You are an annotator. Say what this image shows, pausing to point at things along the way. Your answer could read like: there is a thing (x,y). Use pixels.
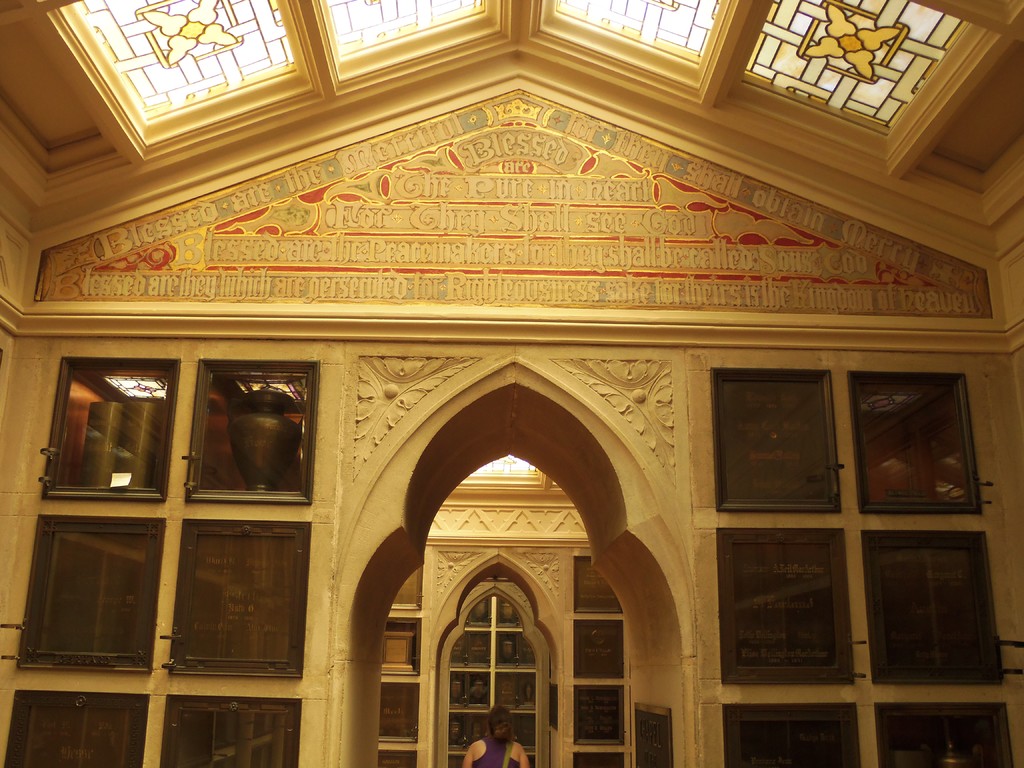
In this image we can see a wall (181,224) on which we can see some text (540,294) and the glass windows (241,554). Here we can see a person (519,753) standing. Here we can see the ceiling (906,54) made of glass (170,66).
